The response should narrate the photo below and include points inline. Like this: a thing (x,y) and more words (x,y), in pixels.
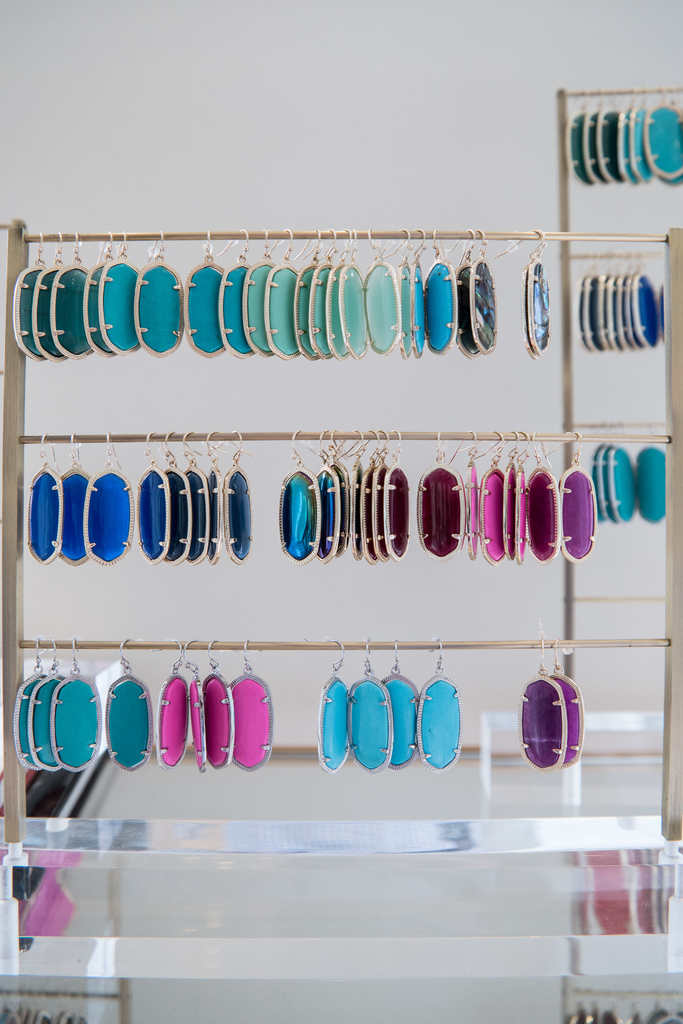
This is the picture of a stand (9,805) which has some things (251,508) hanged to it which are in different color.
